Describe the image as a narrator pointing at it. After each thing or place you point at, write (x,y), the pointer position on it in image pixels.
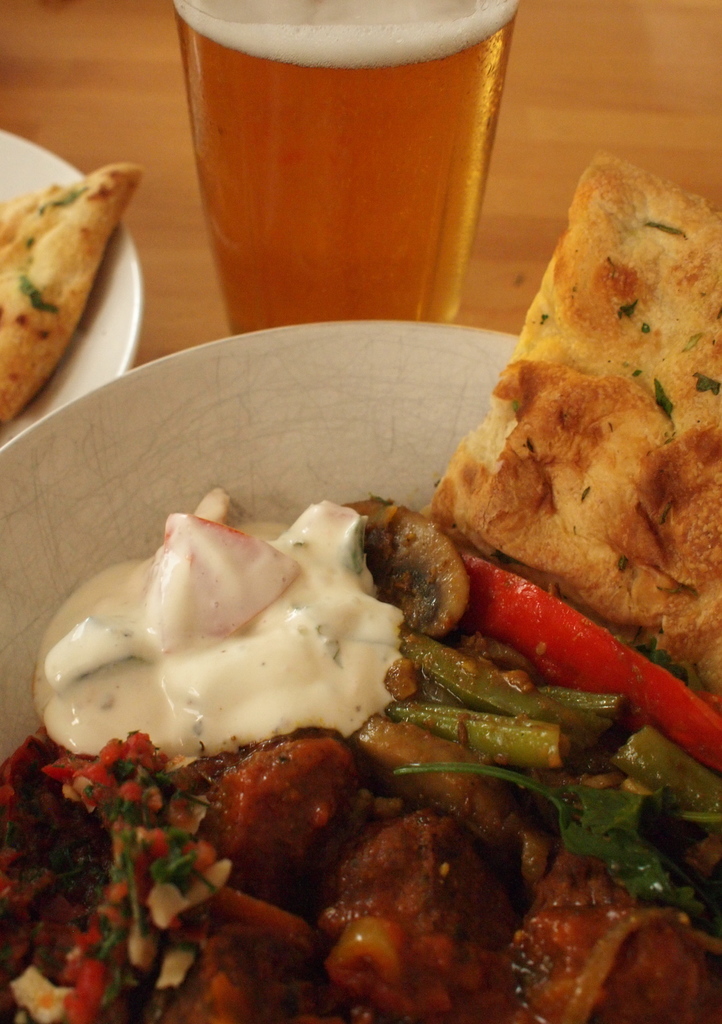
In this image we can see a food (351,710) on a plate (363,378). At the top (339,249) we can see a glass of drink (375,211) on a surface (477,260). On the left side (131,275), we can see a food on a plate (129,332).
